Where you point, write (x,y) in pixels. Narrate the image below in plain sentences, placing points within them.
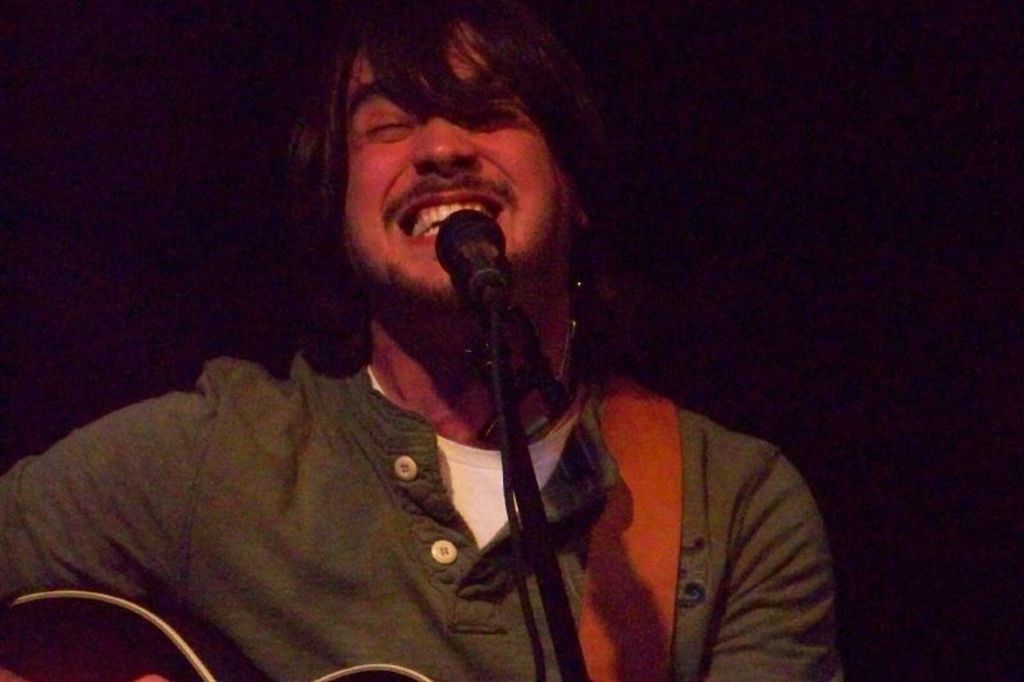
In this picture I can see a man (227,507) and a guitar (58,673). There is a mike (479,268) with a mike stand (555,586), and there is dark background (778,60).
